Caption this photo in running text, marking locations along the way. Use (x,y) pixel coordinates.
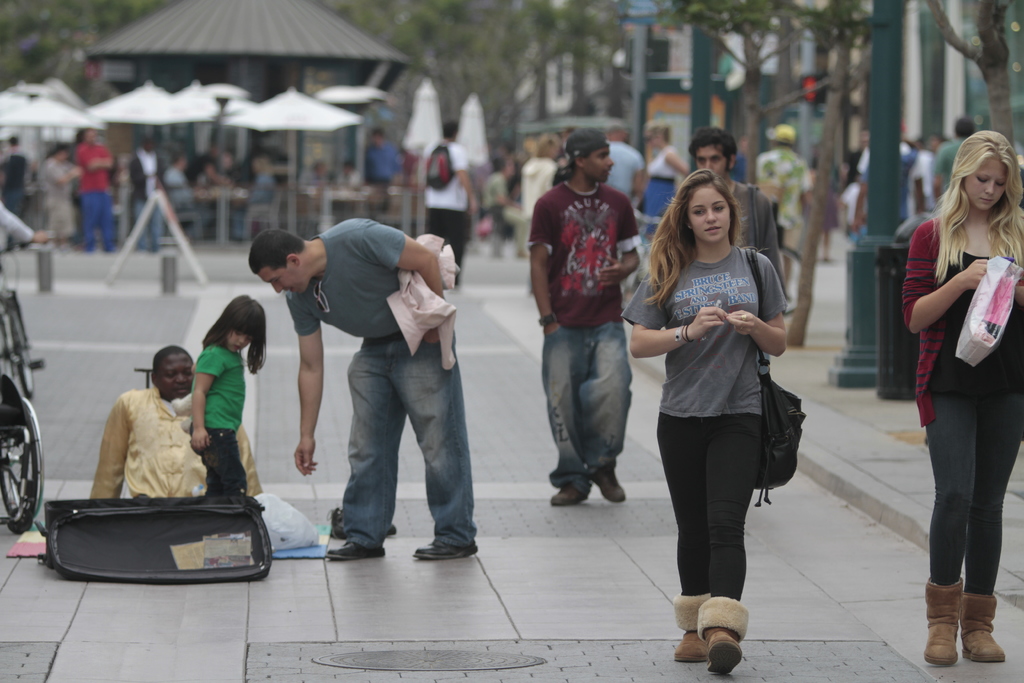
In this image there are group of persons (643,329) walking, the persons (701,330) are holding an object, there is a man (398,275) standing, he is holding an object (389,301), there is a man (172,452) sitting on the ground (111,402), there are objects (230,556) on the ground (261,378), there are umbrellas (427,103), there is a bicycle (14,334) towards the left of the image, there are pillars (876,58) towards the top of the image (893,15), there are trees (569,27) towards the top of the image (590,56).
